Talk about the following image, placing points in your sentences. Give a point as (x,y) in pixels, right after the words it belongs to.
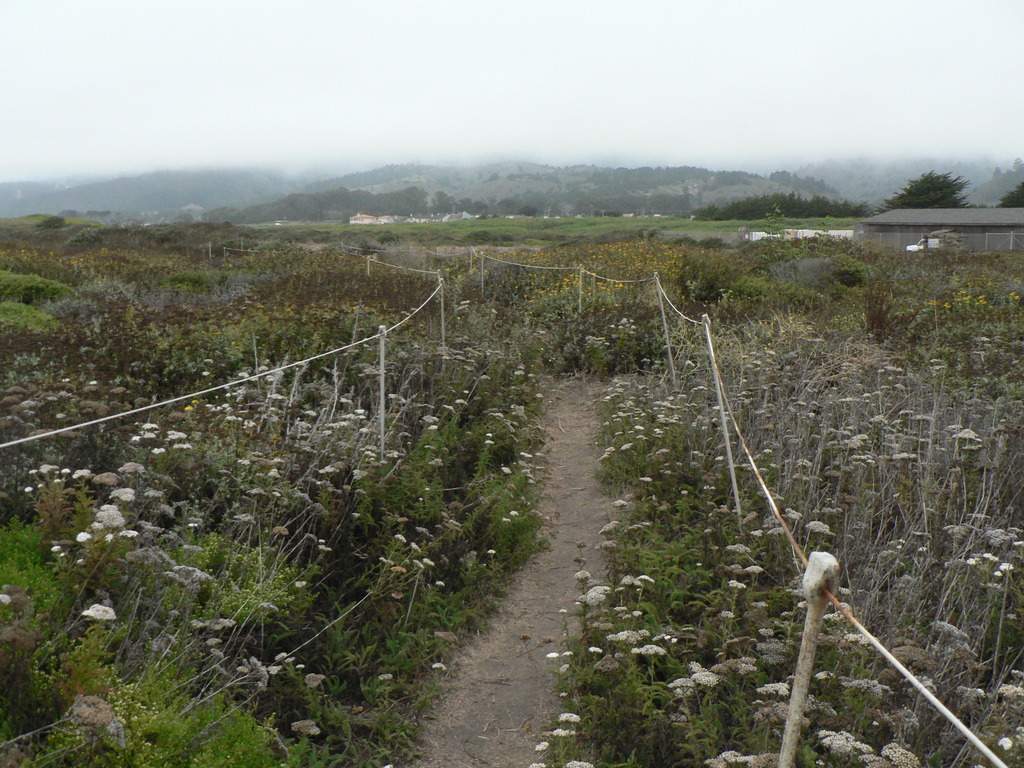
In this image I can see few flowers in white and yellow color, trees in green color and sky (491,105) is in white color.
